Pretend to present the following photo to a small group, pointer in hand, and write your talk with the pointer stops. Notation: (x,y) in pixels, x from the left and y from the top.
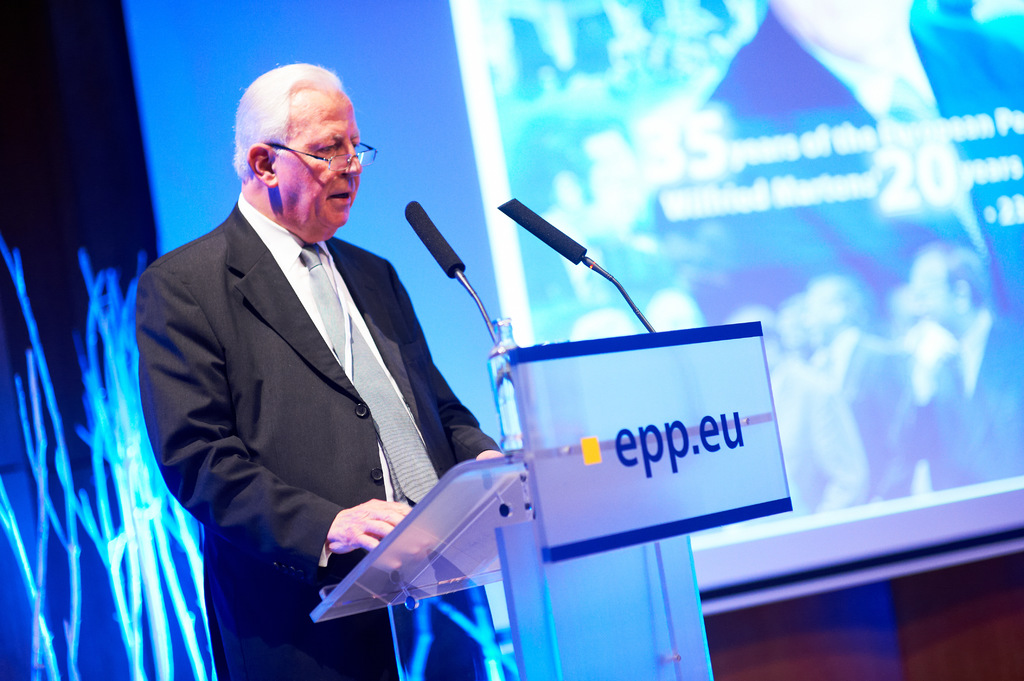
In this picture we can see a person (314,337), in front of him we can see a podium (596,459), mics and in the background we can see a projector screen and some objects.
